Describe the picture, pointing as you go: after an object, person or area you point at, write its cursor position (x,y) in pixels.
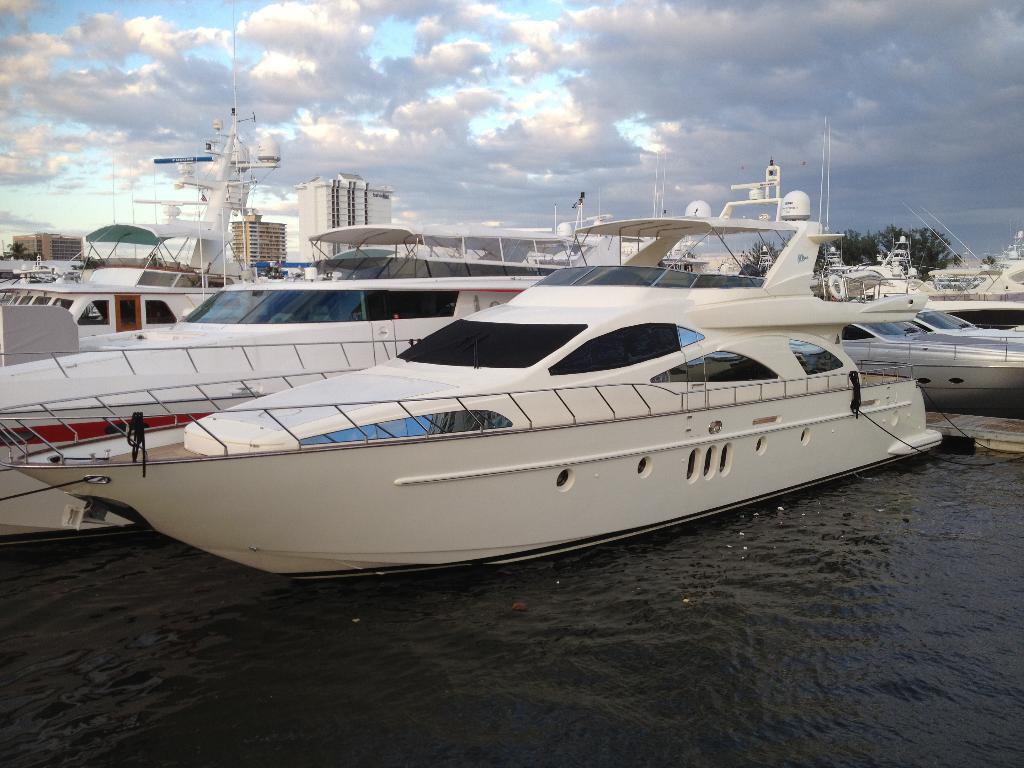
We can see boats (925,342) above the water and poles (220,206). In the background (112,219) we can see buildings (59,254), trees (876,241) and sky (746,31) with clouds (698,39).
